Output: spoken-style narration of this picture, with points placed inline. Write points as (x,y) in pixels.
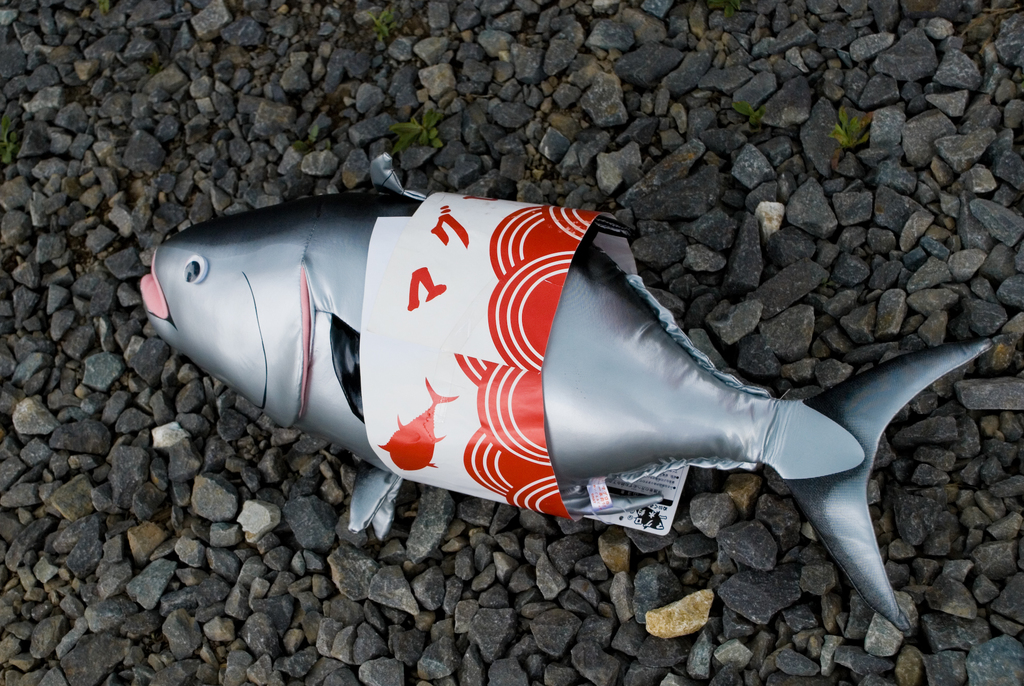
In this image there is a fish balloon (490,431) is on few rocks (158,369) having plants (428,120).
